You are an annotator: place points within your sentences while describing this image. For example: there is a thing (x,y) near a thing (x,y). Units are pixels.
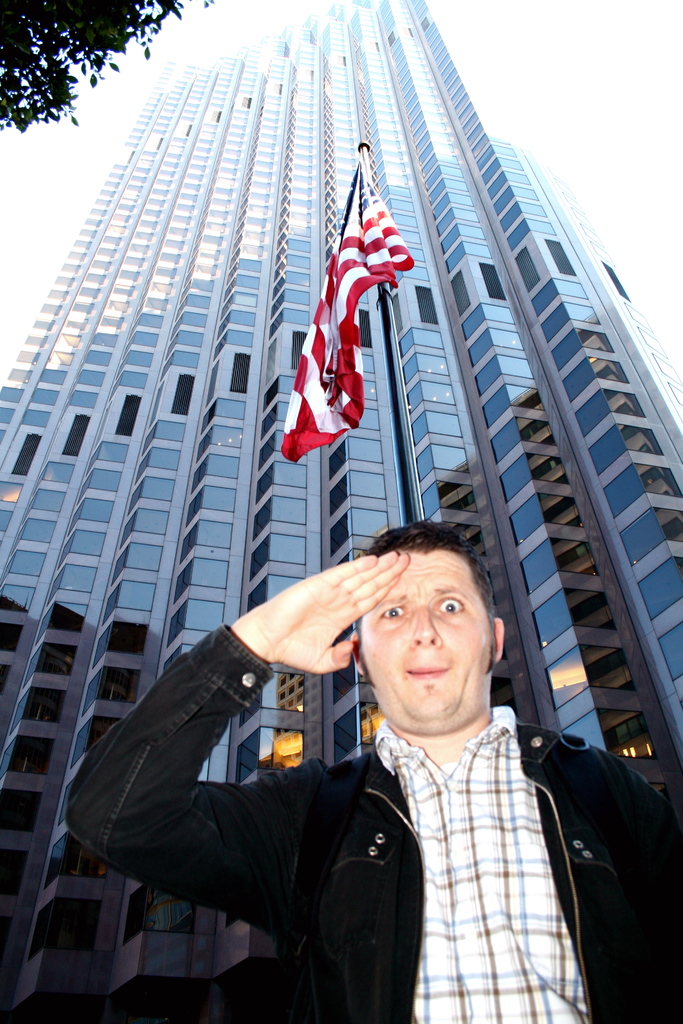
In this image we can see a man (503,878) is standing, he is wearing the jacket (406,820), here is the flag (351,292), here is the building (184,258), here is the tree (42,94), at above here is the sky (637,58).
